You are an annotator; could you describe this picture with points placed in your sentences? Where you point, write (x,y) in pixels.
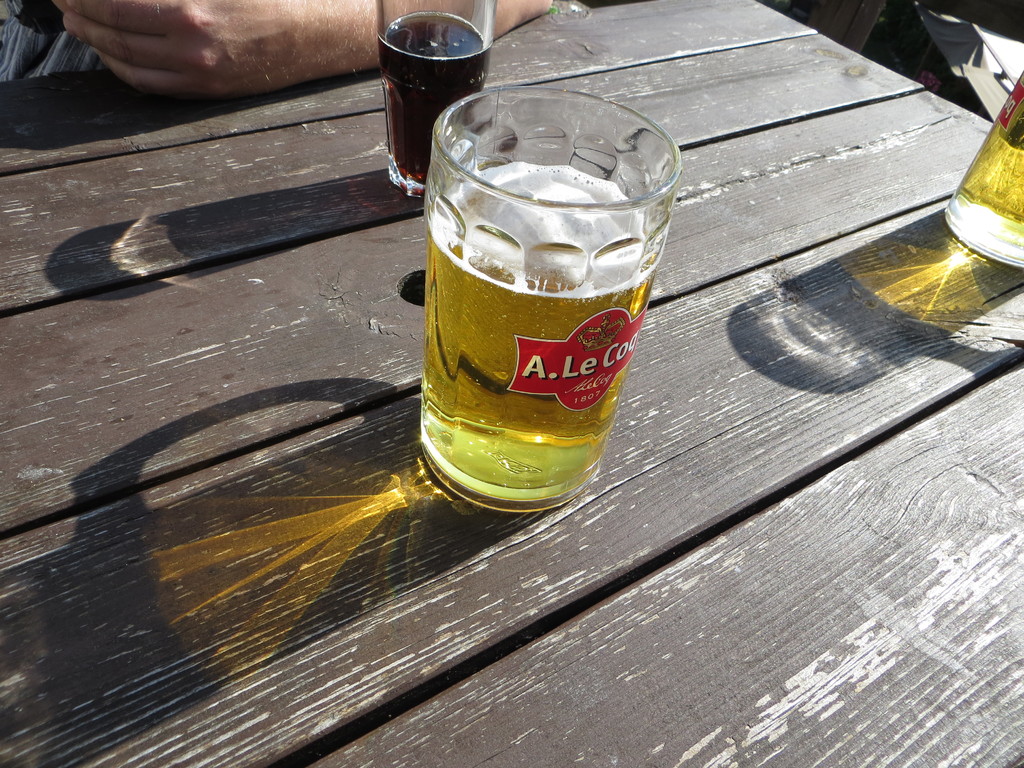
In the center of the image (365,479) there is a table (605,469) and we can see glasses (538,217) containing drink (437,114) placed on the table (554,553). At the top (151,57) we can see a person's hand (141,42).
